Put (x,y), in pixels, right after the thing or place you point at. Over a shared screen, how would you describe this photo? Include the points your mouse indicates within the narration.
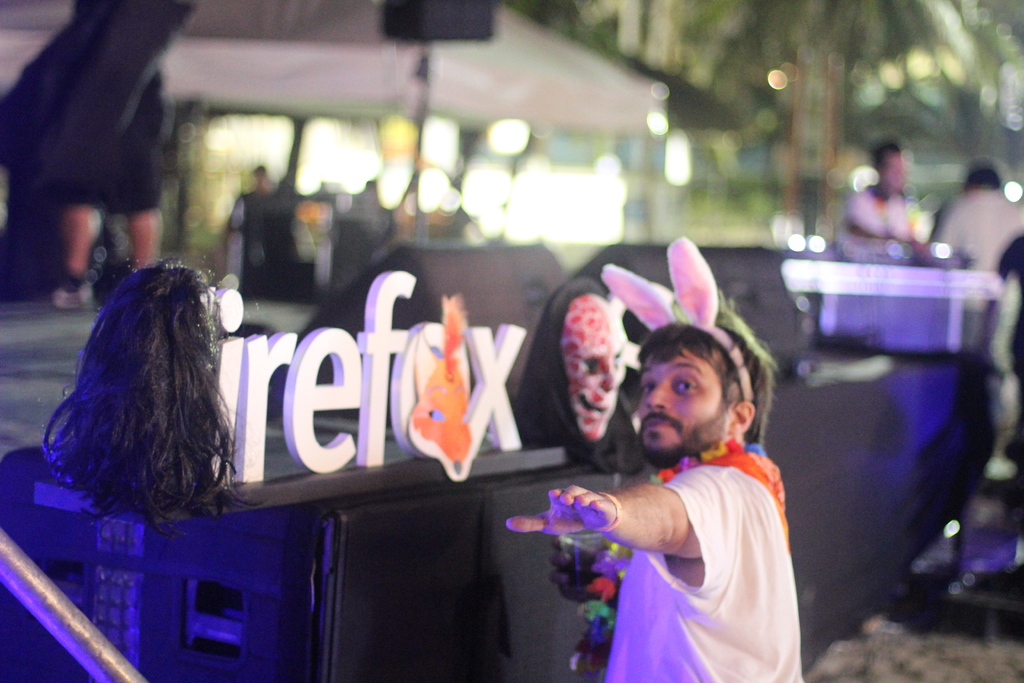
In the center of the image (669,454) we can see one man (747,565) is standing and he is not smiling, which we can see on his face (682,448). And we can see he is in different costume (706,452). In front of him, we can see one sign board (369,388). On the sign board (356,372), we can see two face masks (592,348) along with the hair (198,405). In the bottom left side of the image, we can see one rod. In the background (512,152) we can see the lights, one building (444,93), few people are sitting, few people (862,201) are standing and a few other objects (846,466).
